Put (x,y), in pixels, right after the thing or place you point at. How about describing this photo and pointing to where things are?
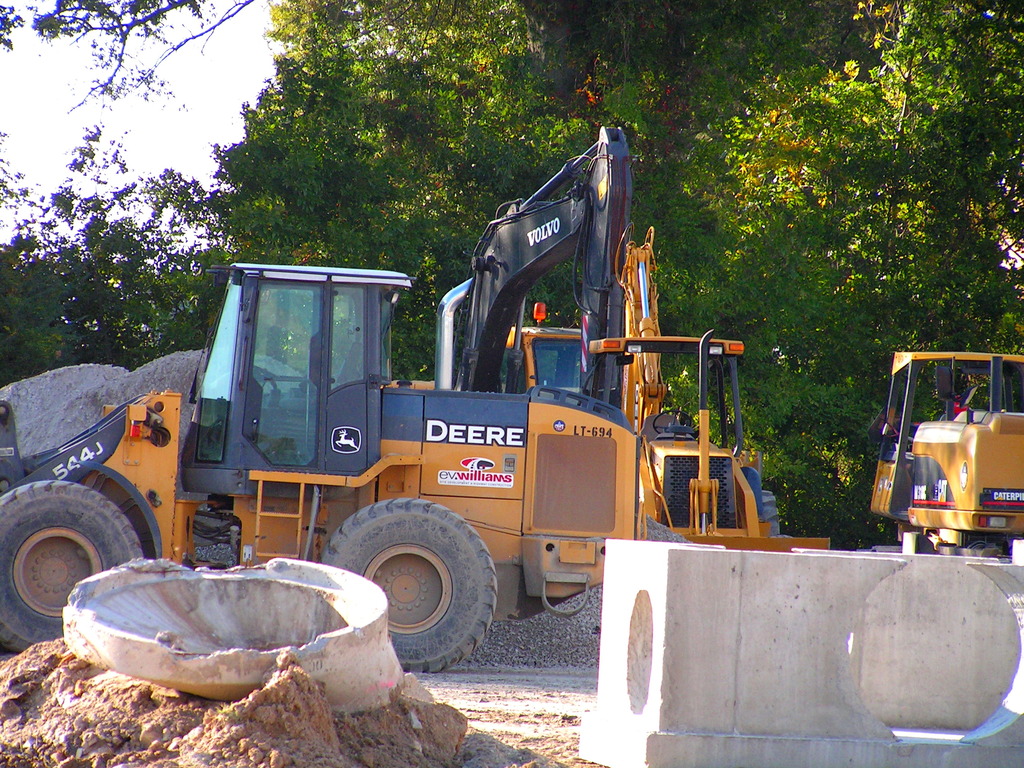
This picture is clicked outside. In the foreground (311,708) we can see there are some items (349,689) placed on the ground (490,691). In the center (561,437) we can see the vehicles (519,465). In the background (202,110) there is a sky (213,91) and the trees (438,152) and some other items (145,385).
